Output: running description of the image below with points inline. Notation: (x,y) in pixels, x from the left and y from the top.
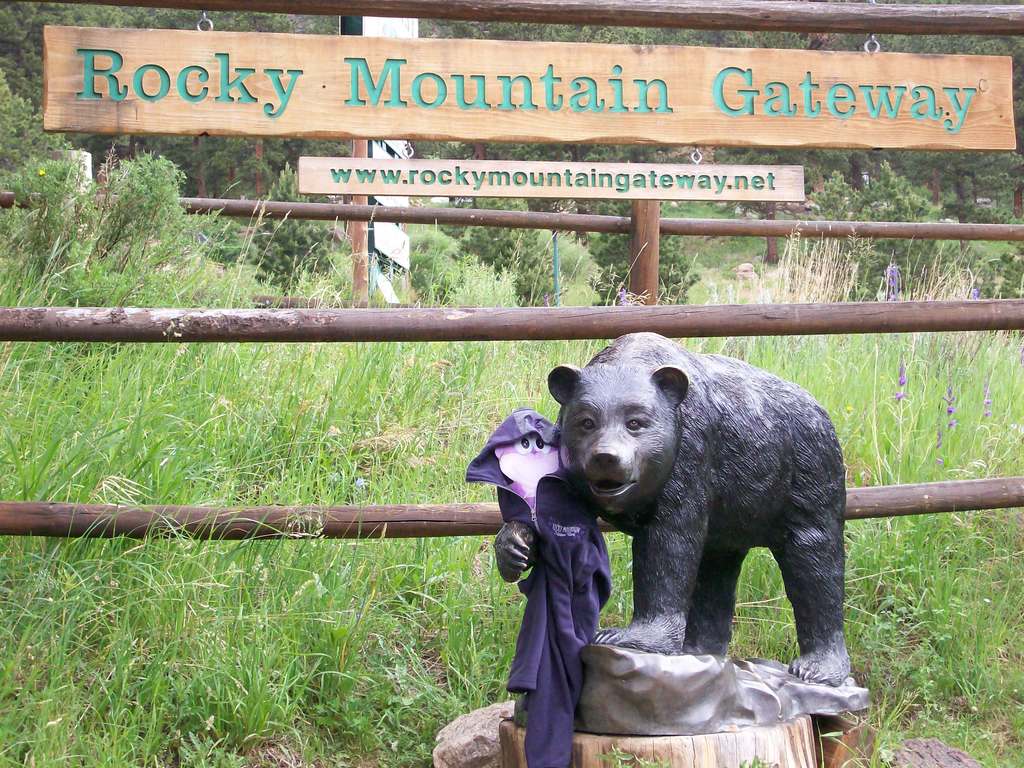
In the image there is a statue (649,524) of an animal (668,535) and behind that there are wooden poles (442,332), boards (389,74) with some names (411,173) and there is a lot of grass (8,634) and trees (472,199) in the background (116,229).
